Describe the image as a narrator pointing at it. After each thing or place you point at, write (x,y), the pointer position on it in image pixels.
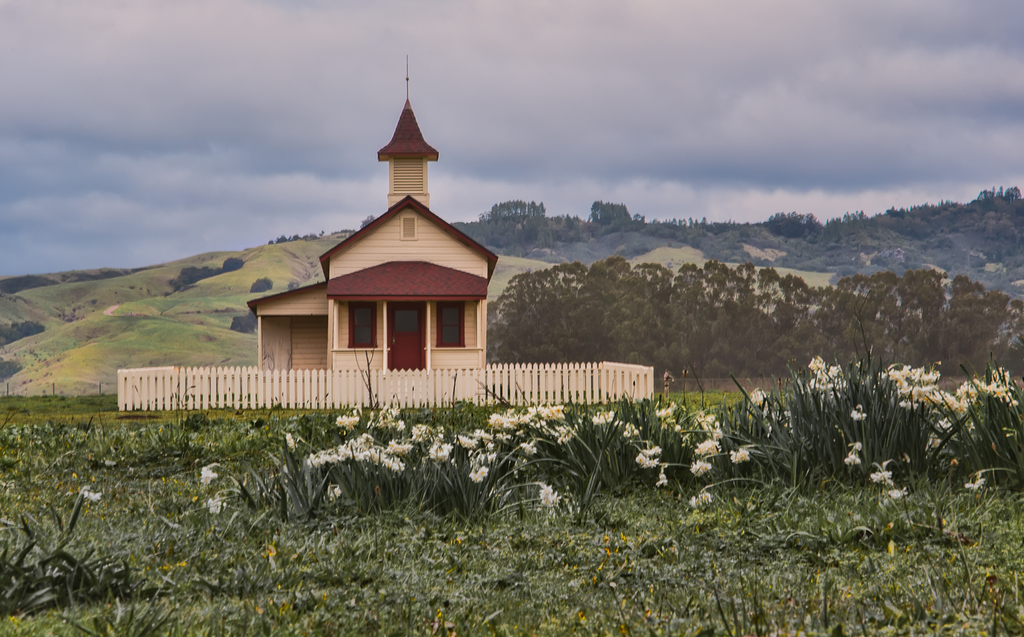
In this image I can see few flowers (709,496) in white color, a building (403,275) in brown and cream color. Background (766,319) I can see trees (792,296) in green color and the sky (8,101) is in blue and white color.
